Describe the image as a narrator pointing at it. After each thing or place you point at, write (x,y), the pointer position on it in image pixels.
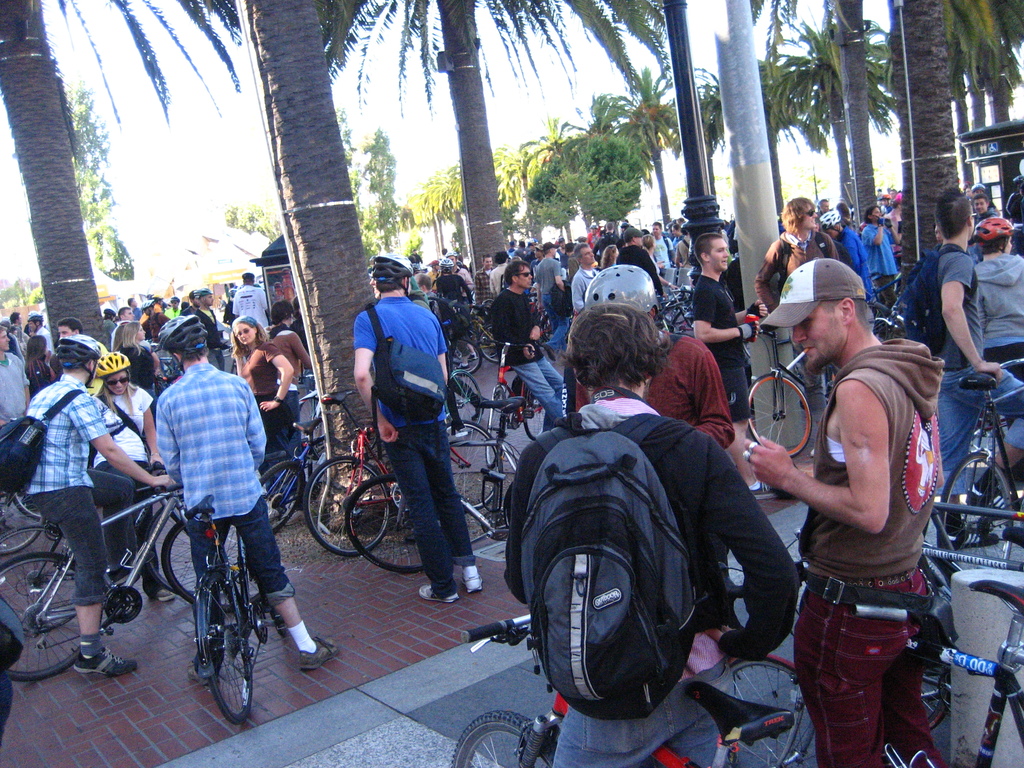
Here we see a group of people (58,427) on bicycles (464,424) and we see a number of trees (926,160) around and we see a pole (734,187).
